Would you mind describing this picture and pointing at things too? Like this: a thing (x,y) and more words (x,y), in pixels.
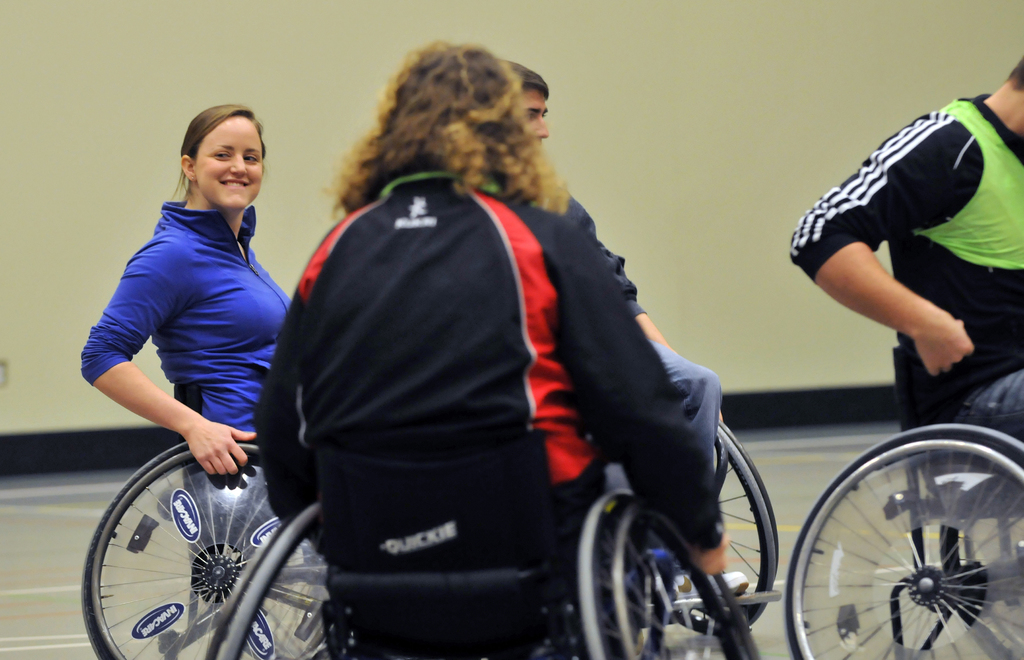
In this image we can see group of people (518,310) sitting on wheelchairs (337,595) placed on the ground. One woman (266,353) wearing blue jacket (266,292). One person (917,258) is wearing a green shirt (986,234). In the background (823,179), we can see the wall (102,68).
